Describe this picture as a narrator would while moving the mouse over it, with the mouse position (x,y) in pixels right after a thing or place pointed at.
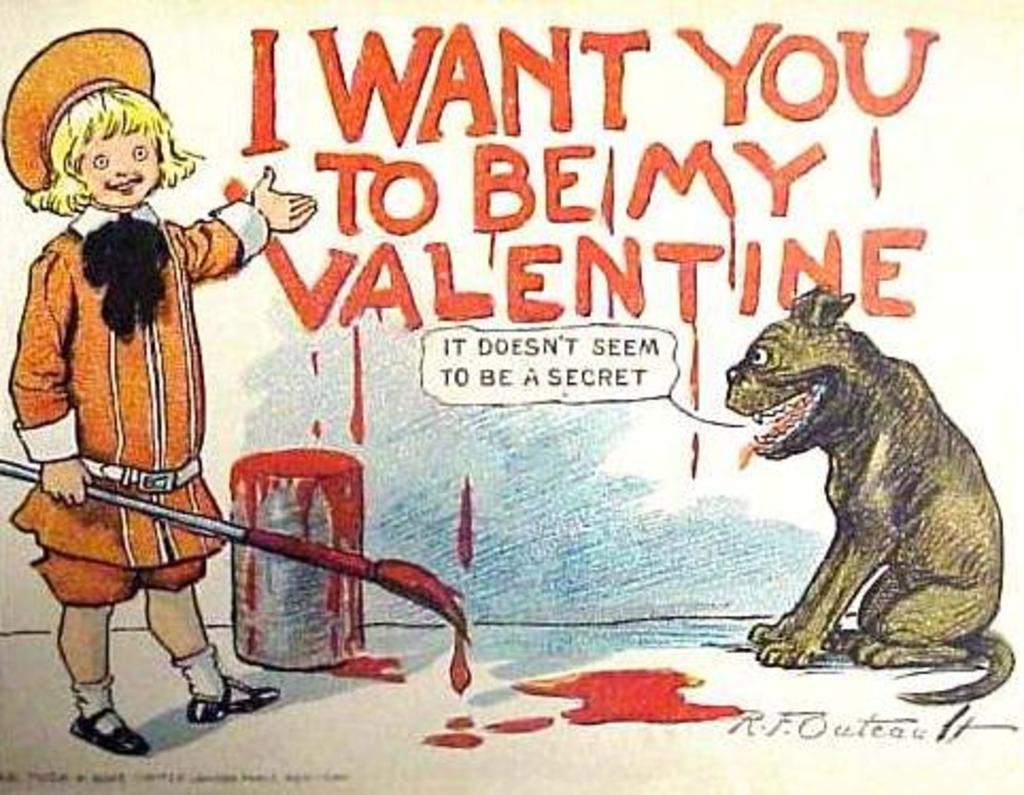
This image consists of a poster (643,576) in which there is a dog (952,433) and a person (63,390) holding a brush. In the background (665,296), there is a wall (711,222) on which there is a text (550,257).
